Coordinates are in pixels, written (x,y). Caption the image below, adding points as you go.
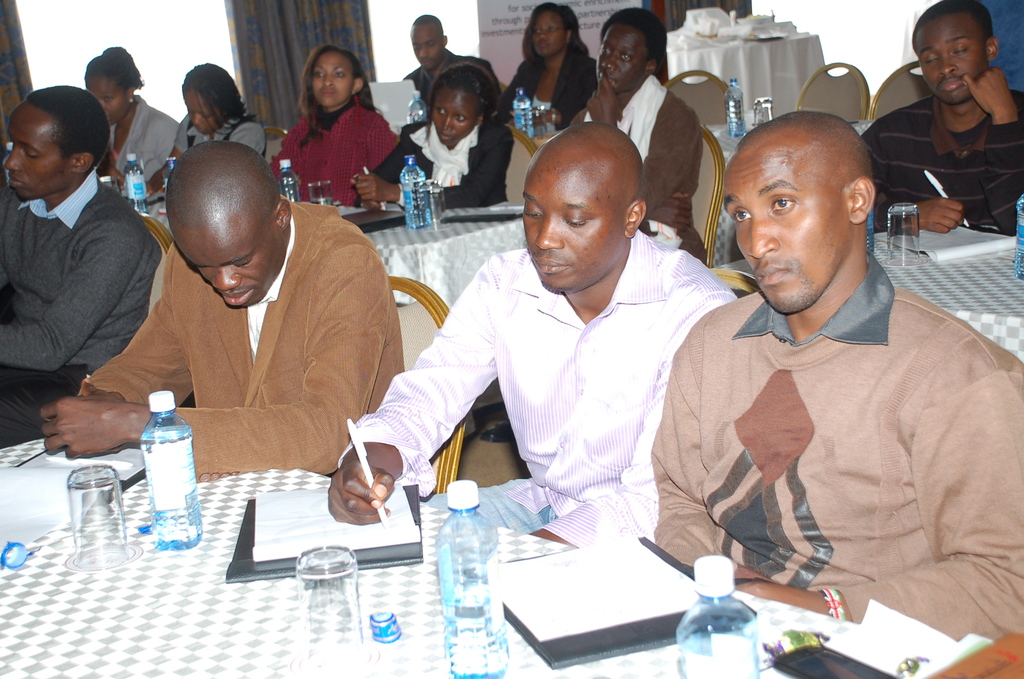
In this image we can see a group of people (647,269) sitting on the chairs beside the tables (530,546) containing some bottles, glasses (341,611), pads (562,638) with papers (512,606) on them. In that some are holding the pens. On the backside (717,64) we can see a board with some text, some objects (739,31) on a table (758,48) and some curtains (310,40).
